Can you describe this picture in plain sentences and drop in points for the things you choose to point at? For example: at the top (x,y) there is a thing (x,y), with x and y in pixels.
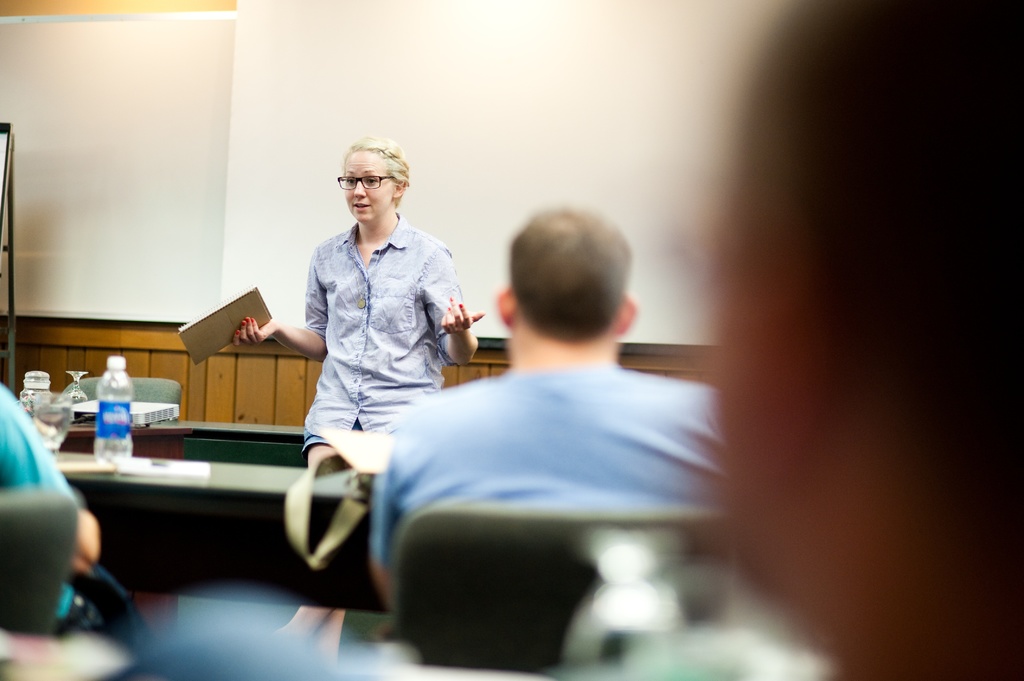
Woman (366,336) is standing and speaking she wears a spectacles (375,189) and right few people (564,264) are sitting on the chair (456,608) there is a water bottle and glasses (55,400) in the left (51,412) on the table (115,478) behind them there is a board (155,225).
